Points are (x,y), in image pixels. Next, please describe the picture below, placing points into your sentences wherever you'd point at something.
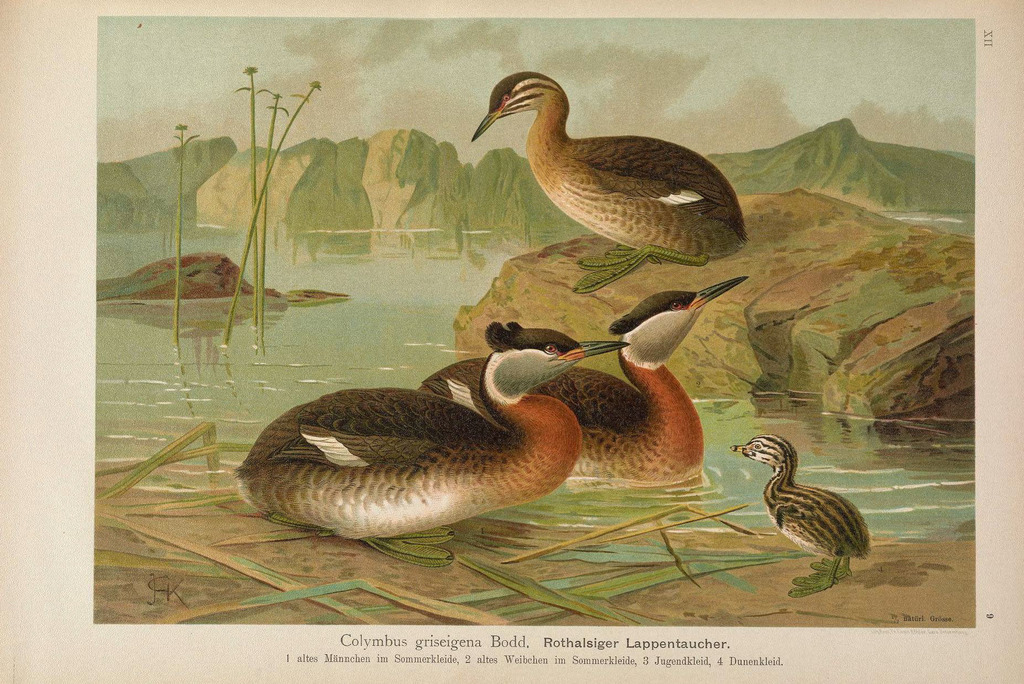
In this image we can see the picture of some birds (598,272), a water body (392,331), the rock (606,301), plants (451,614), the hills (381,218) and the sky (406,80). On the bottom of the image (598,662) we can see some text (402,636).
